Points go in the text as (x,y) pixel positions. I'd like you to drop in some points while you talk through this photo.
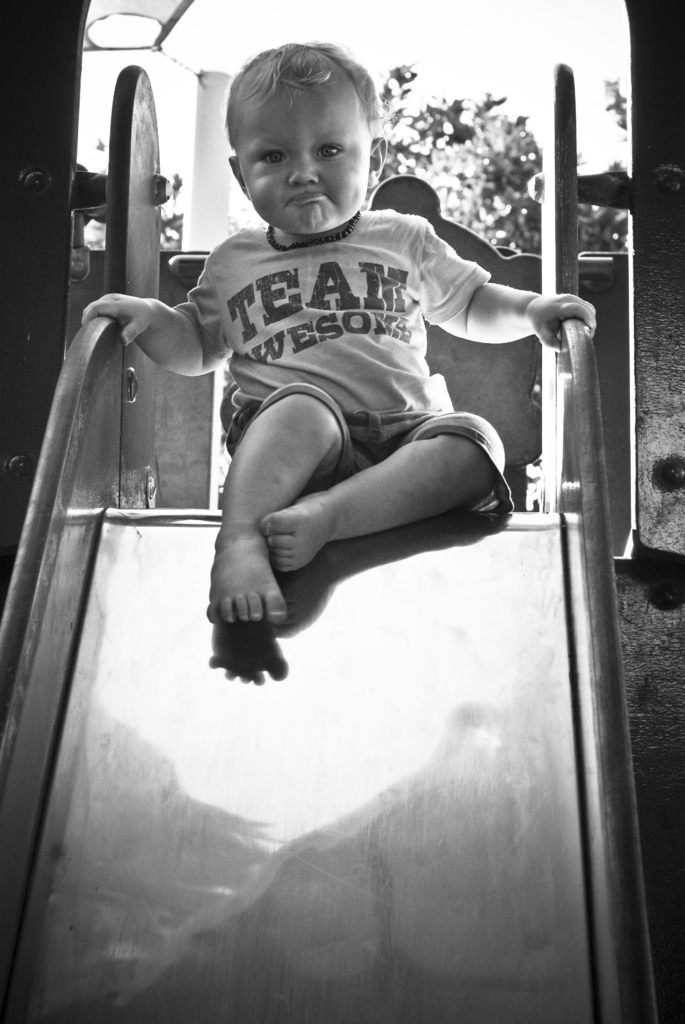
This is a black and white picture, we can see a boy (397,240) sitting on the slider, in the background (470,126) we can see some trees (470,136) and a pole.
